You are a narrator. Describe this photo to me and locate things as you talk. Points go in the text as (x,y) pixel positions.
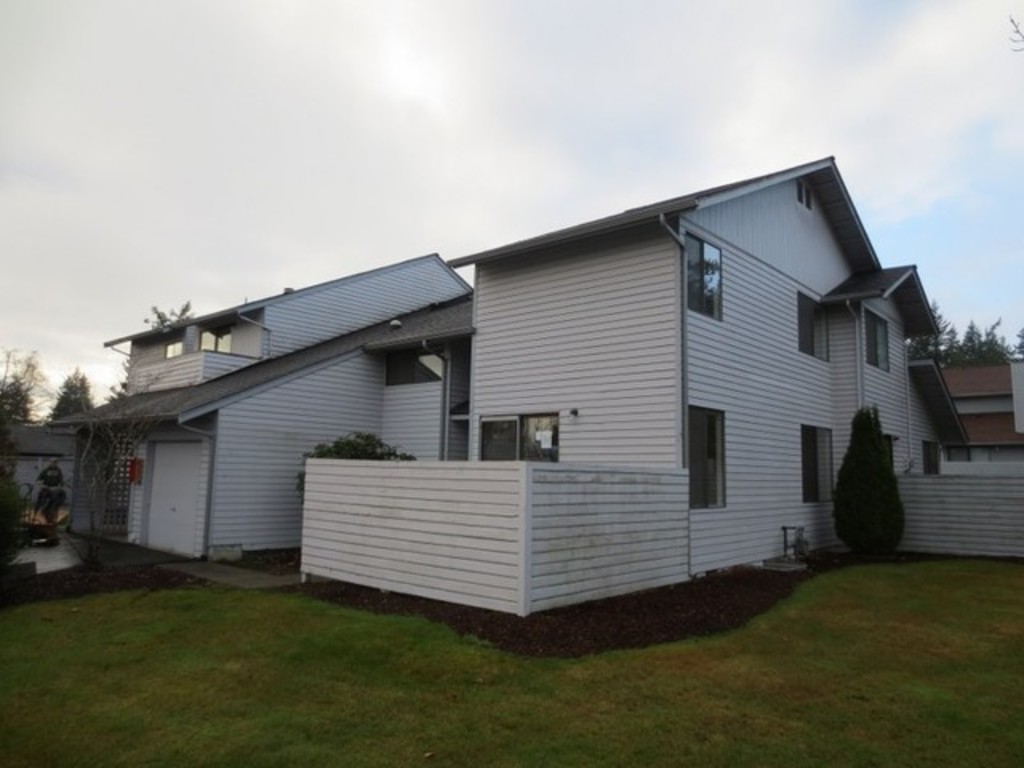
In this image we can see a building (352,375) with windows (812,322). Near to the building (141,440) there are trees (865,465). On the ground (471,637) there is grass (811,650). In the background (507,130) there is sky (673,104).
